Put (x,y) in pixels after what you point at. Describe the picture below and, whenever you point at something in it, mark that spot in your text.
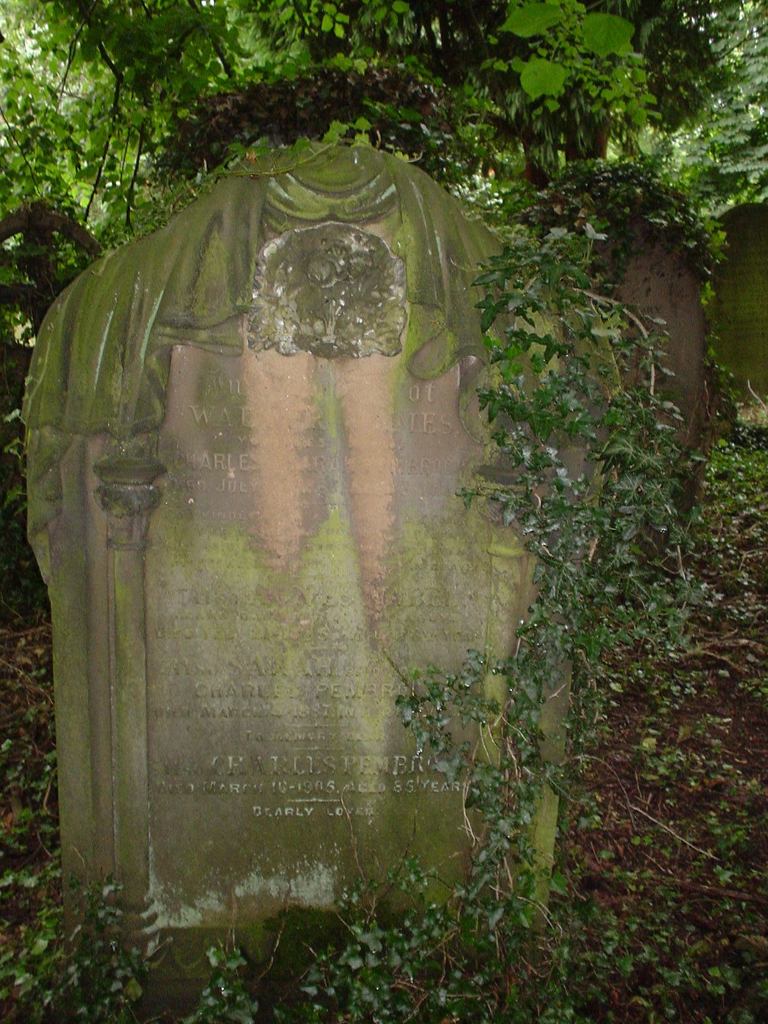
In this image there is a stone (195,786) on that there is some text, in the background (601,269) there are plants (554,624).
